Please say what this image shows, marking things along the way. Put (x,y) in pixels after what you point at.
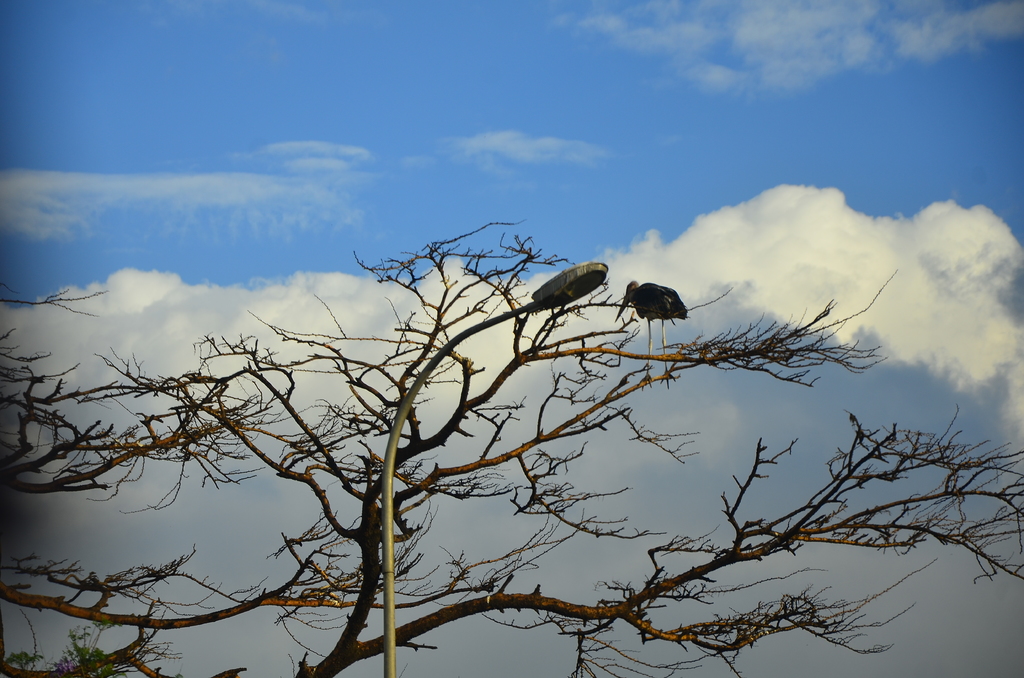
In this picture I can see a bird (650,365) on the tree (317,495) and I can see a pole light (570,287) and a blue cloudy sky (489,196).
